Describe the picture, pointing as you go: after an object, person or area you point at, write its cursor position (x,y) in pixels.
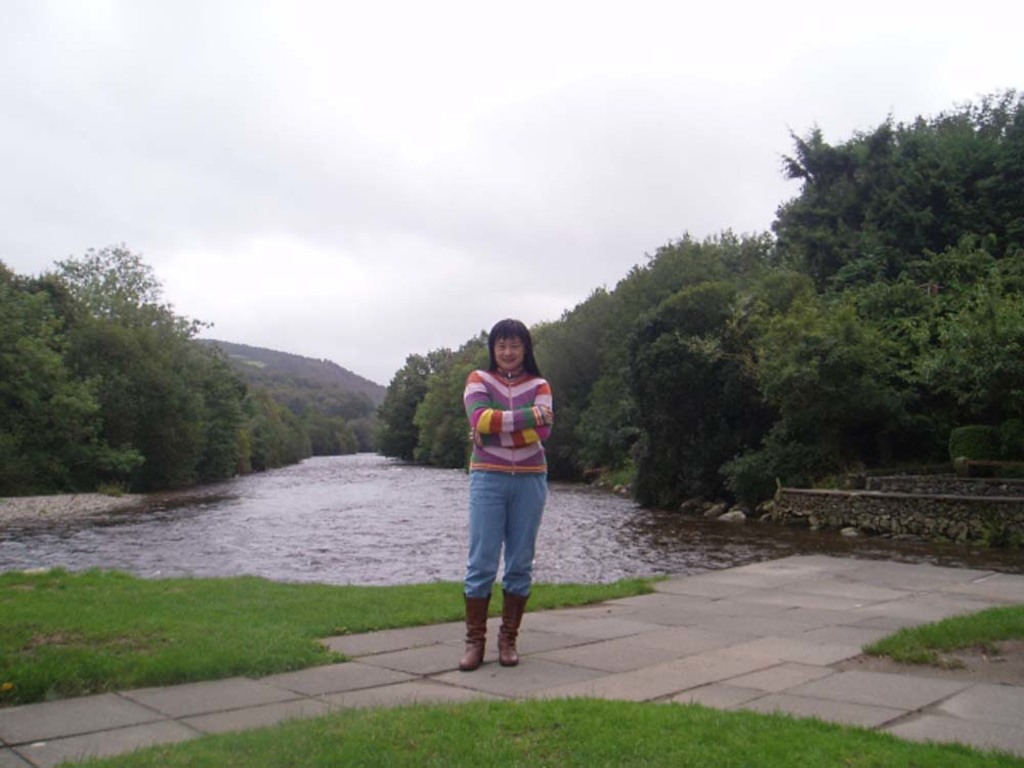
In the image we can see there is a woman (499,501) standing on the ground (506,725) and the ground (497,672) is covered with grass (87,590) and stone tiles (425,650). Behind there is water (357,525) and there are trees (350,404) on both the sides. There is cloudy sky (381,170) on the top (409,126).
